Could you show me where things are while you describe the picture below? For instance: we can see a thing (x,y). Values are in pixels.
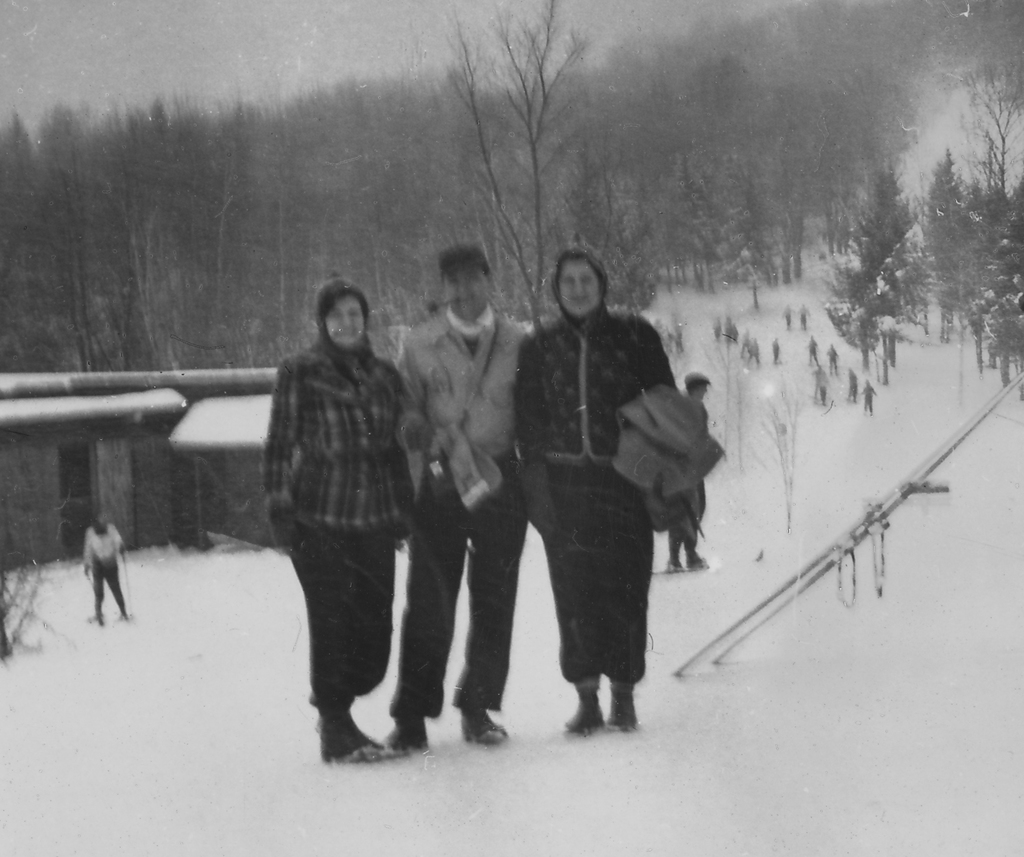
At the bottom of the image (179,766) there is snow (300,773). In the middle of the image (651,353) three persons (352,730) are standing and watching. Behind them few people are standing and there are some houses (184,467) and trees (1012,294).
